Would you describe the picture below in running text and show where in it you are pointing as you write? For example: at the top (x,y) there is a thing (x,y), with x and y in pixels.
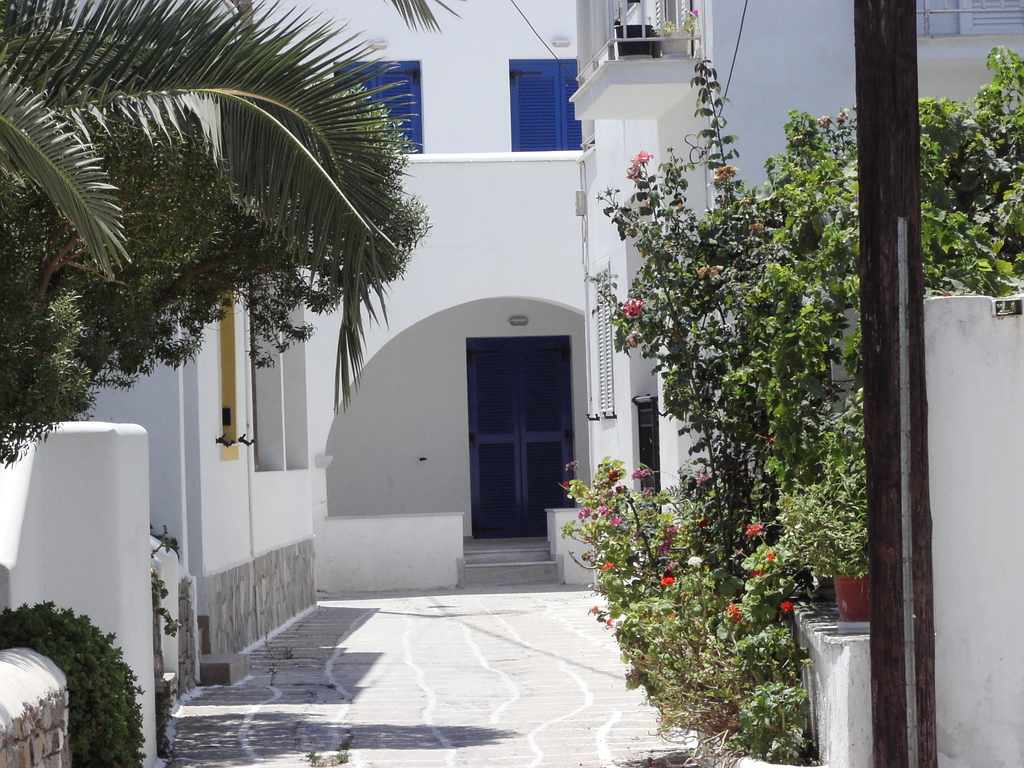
In this image I can see a path (473,666) in the centre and on the both sides of it I can see number of plants (751,715) and trees (251,161). I can also see a pole (902,25) on the right side (895,757) and in the background (449,73) I can see few buildings (509,148), windows (412,118), doors (519,352) and on the top side of this image (664,26) I can see two wires (540,36) and two more plants (648,26) in the pots (643,41).
